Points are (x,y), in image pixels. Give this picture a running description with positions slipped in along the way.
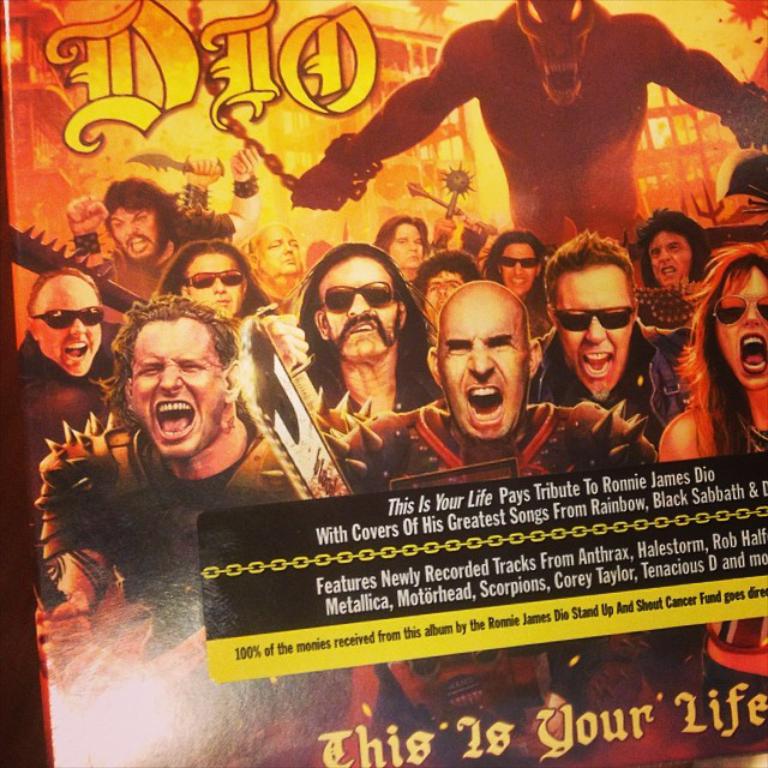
In this image we can see an advertisement (297,512).
